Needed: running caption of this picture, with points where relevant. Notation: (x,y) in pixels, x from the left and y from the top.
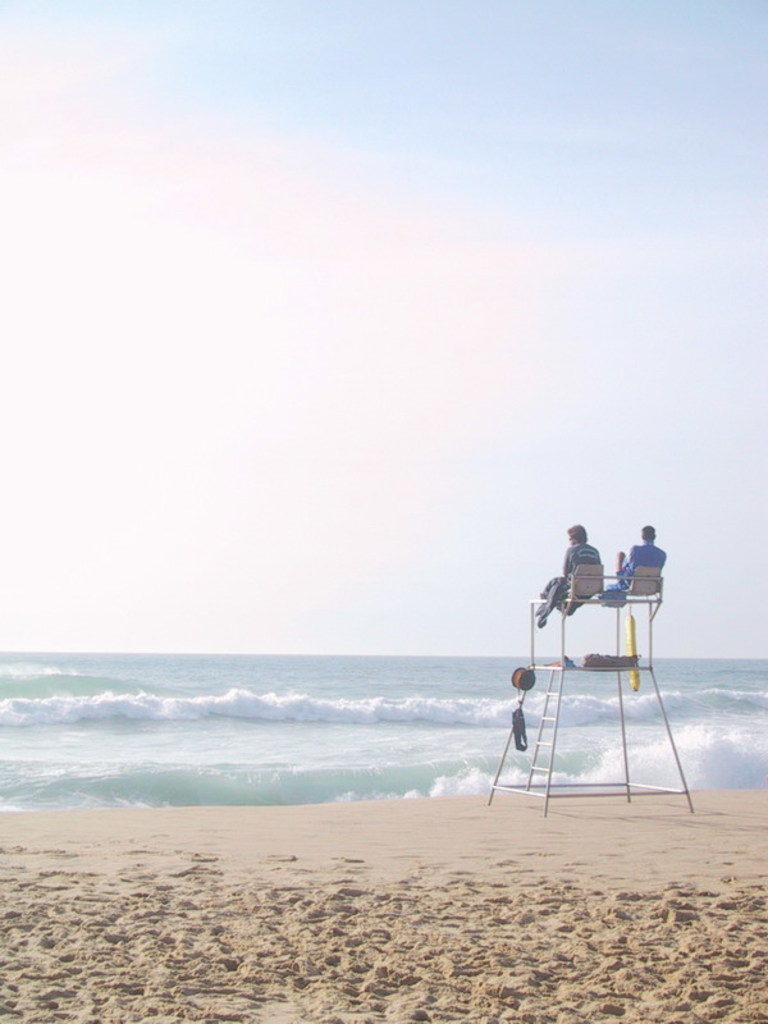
In this picture I can observe two members (553,589) sitting on the stand (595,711) in the beach (397,892). In the background (300,733) there is an ocean (264,693) and a sky (260,317).
